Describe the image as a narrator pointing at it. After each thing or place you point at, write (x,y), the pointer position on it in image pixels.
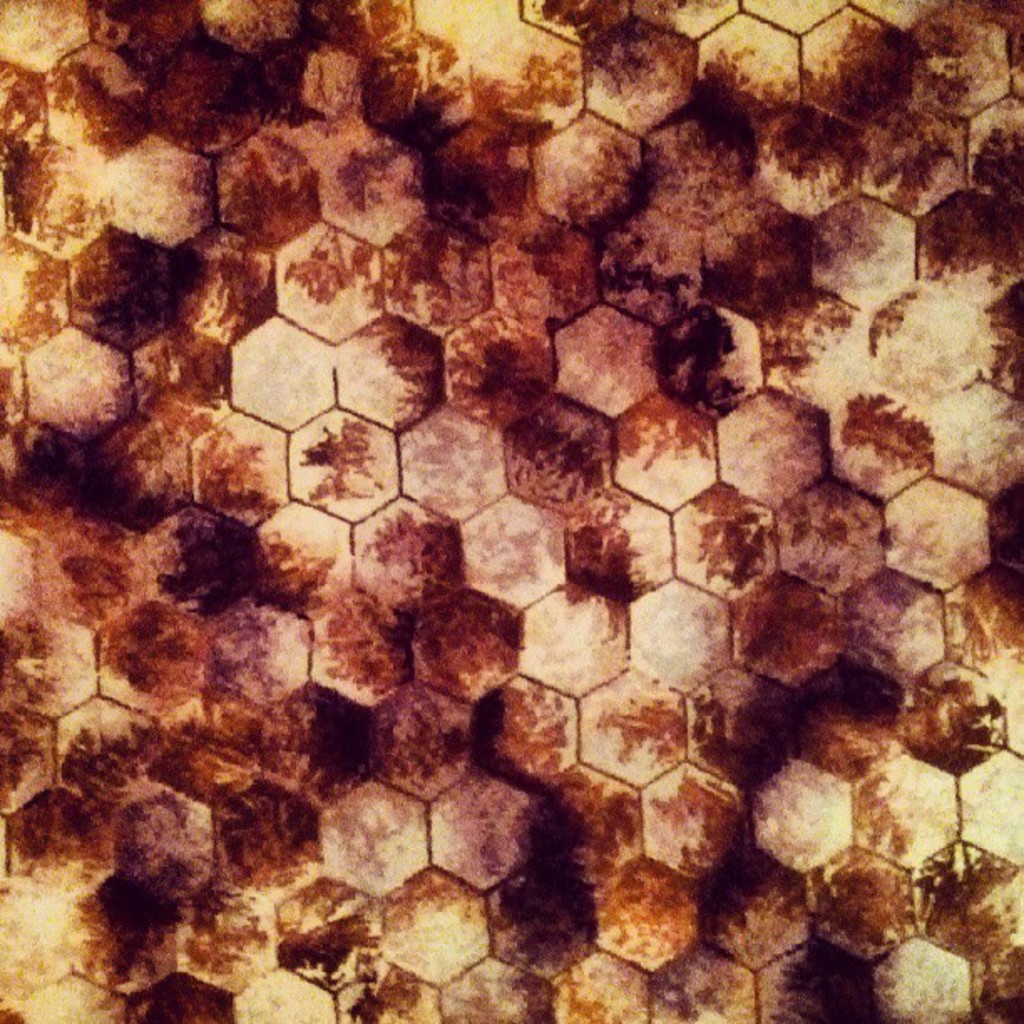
In this picture we can see a surface (127,747) with some marks (220,295) on it.
